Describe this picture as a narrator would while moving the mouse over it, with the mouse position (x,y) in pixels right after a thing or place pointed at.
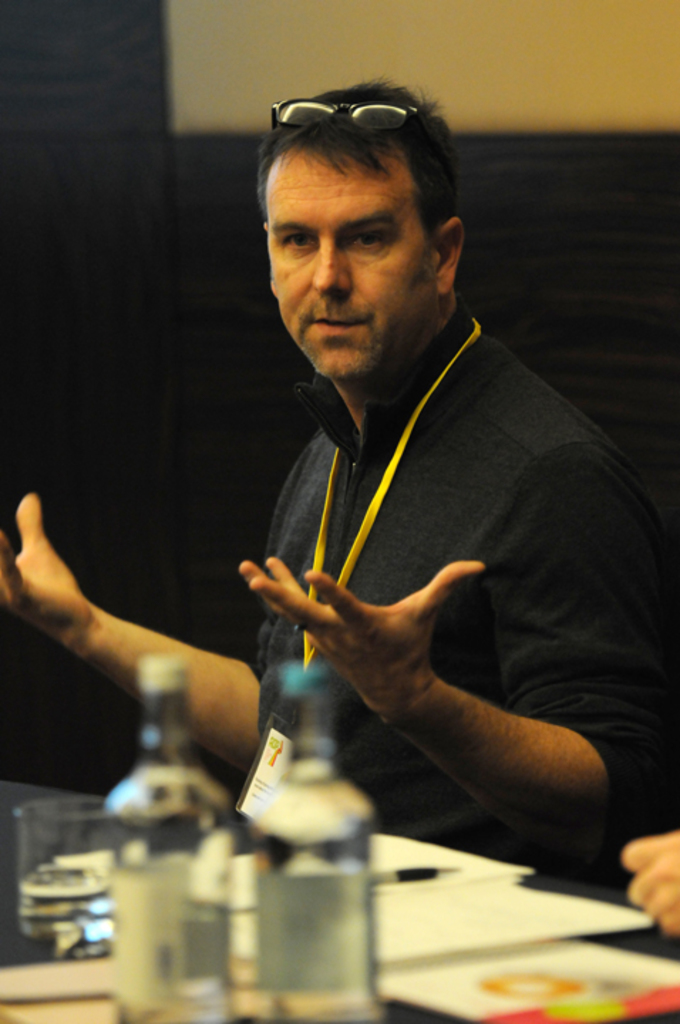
In this image we can see a person (382,517) sitting near the table (559,888) and on the table (9,912) there are bottles (216,825), glass (50,841), papers (444,986) and a pen (430,872) and wall (544,250) in the background (561,222).
